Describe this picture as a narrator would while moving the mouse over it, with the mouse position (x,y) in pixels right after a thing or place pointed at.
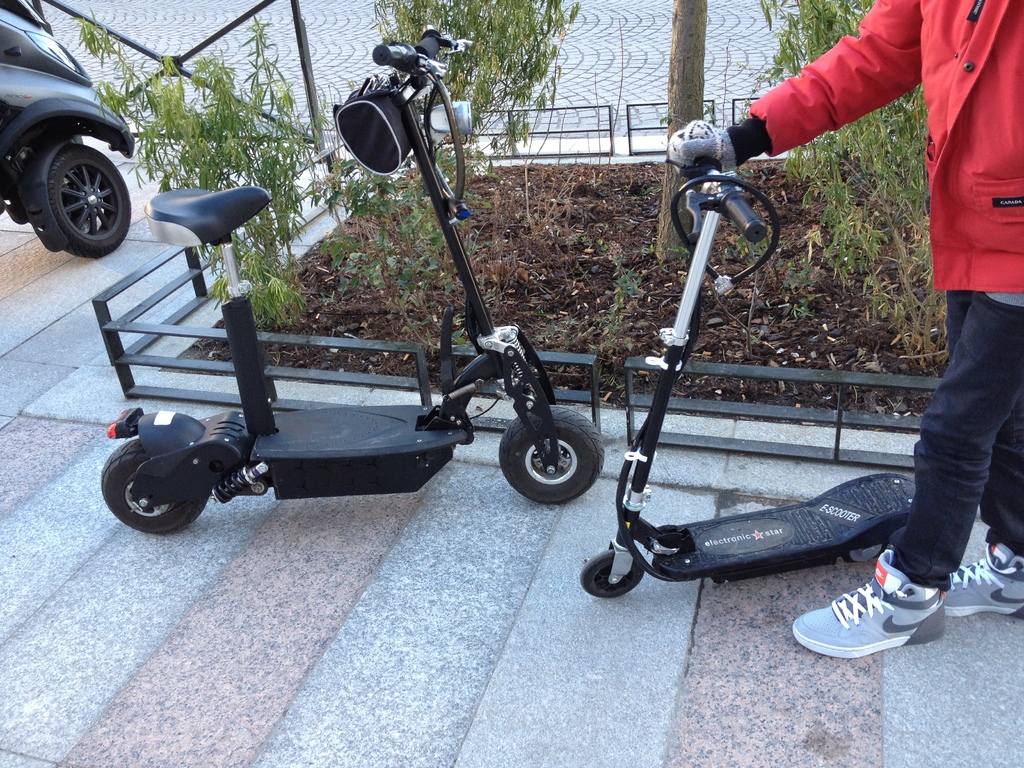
In this image we can see two scooters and a bike (87,204). There is a person (783,137) in the image. There are few plants (925,326) in the image.
